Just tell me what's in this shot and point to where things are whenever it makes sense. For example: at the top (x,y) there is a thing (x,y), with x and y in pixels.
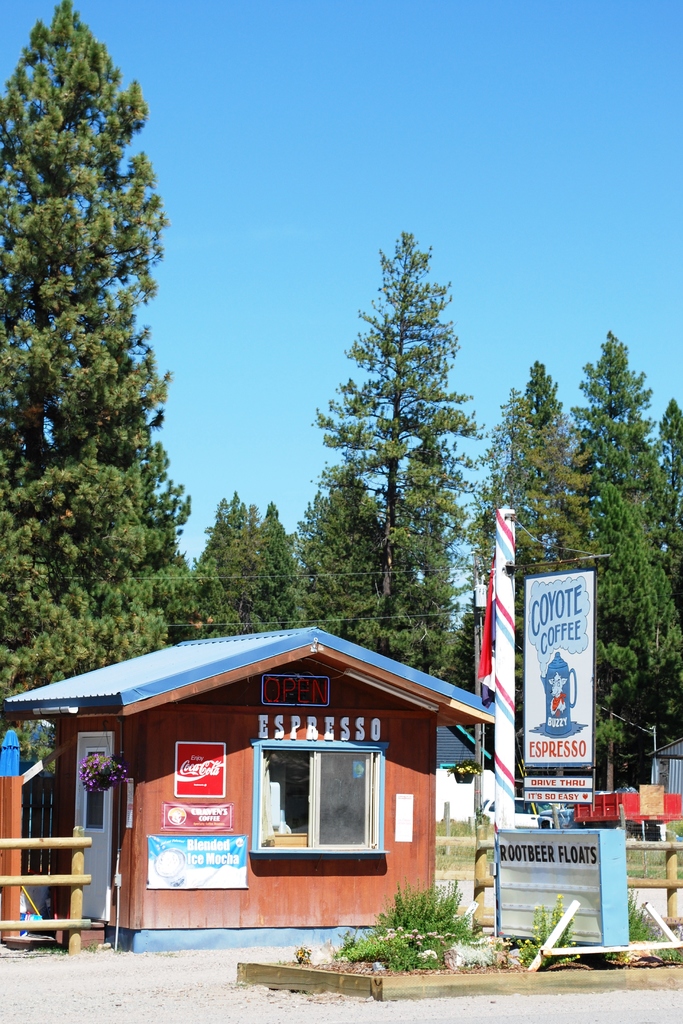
In this picture, there is a house (237,938) at the bottom (326,919). Beside the house (420,788), there is a flag (490,632) and two boards (565,649). Before the boards (521,928), there are plants (521,945). On the house (340,749), there is some text (271,732). In the background (219,538) there are trees (105,468) and sky (391,159).
